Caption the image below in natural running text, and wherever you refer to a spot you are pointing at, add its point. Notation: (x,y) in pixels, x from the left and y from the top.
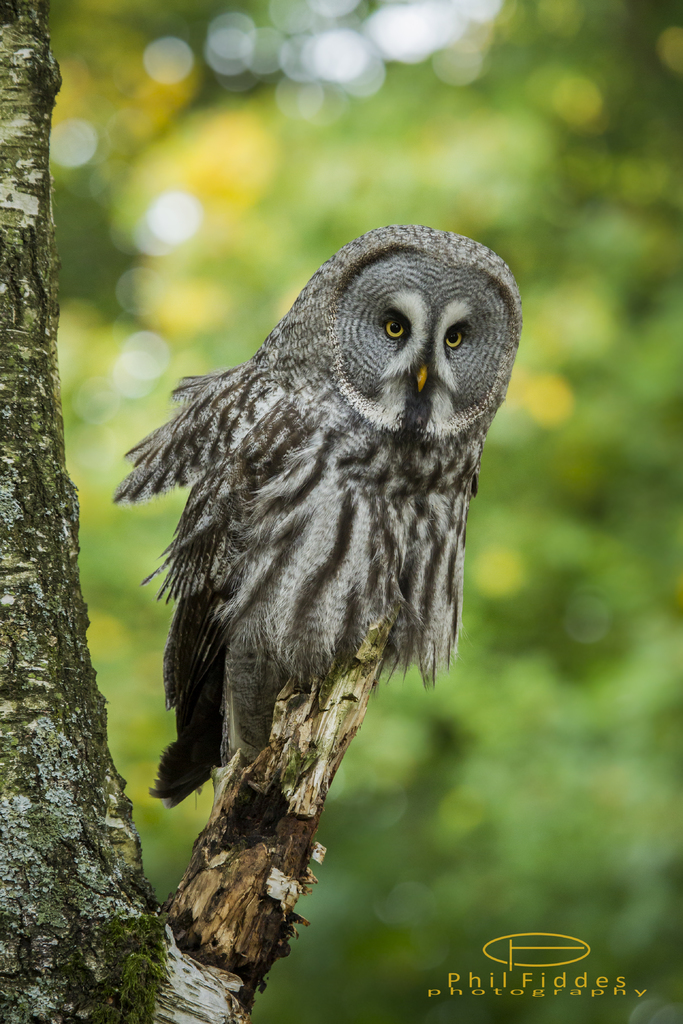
In this picture there is a grey and black color owl (295,520) sitting on the tree branch (293,746). Behind there is a blur background (422,975). On the bottom side (436,990) there is a watermark (622,990) on the image.
